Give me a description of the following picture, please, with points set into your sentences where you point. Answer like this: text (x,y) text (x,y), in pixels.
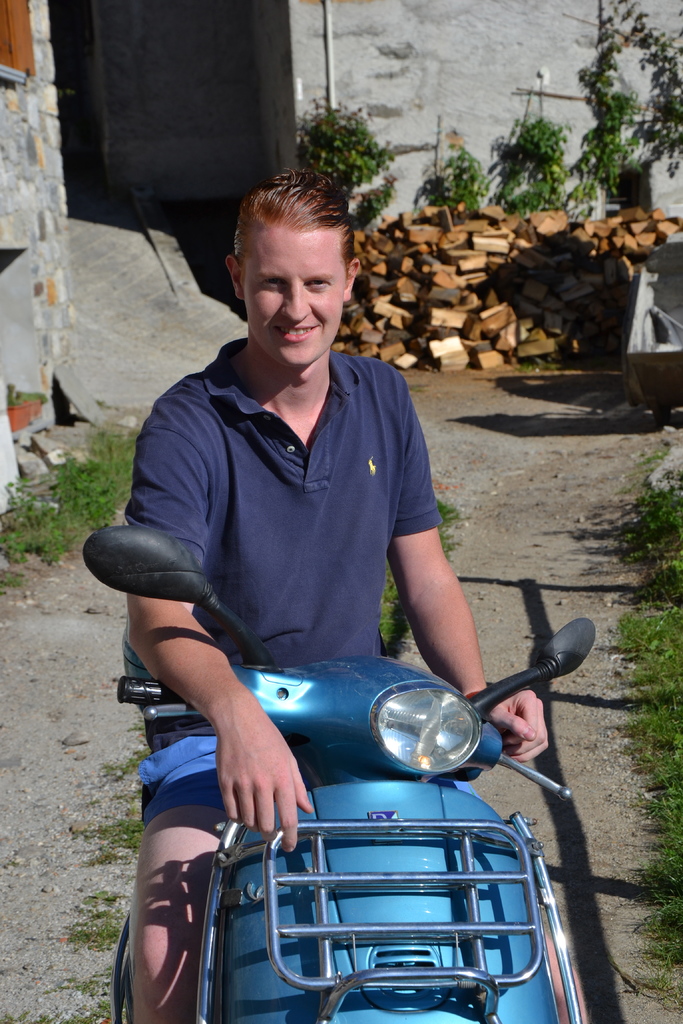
In this image we can see a man (252,788) sitting on the motor vehicle (294,882). In the background (253,169) we can see plants (549,139), wooden blocks (527,281), grass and walls (476,157).
